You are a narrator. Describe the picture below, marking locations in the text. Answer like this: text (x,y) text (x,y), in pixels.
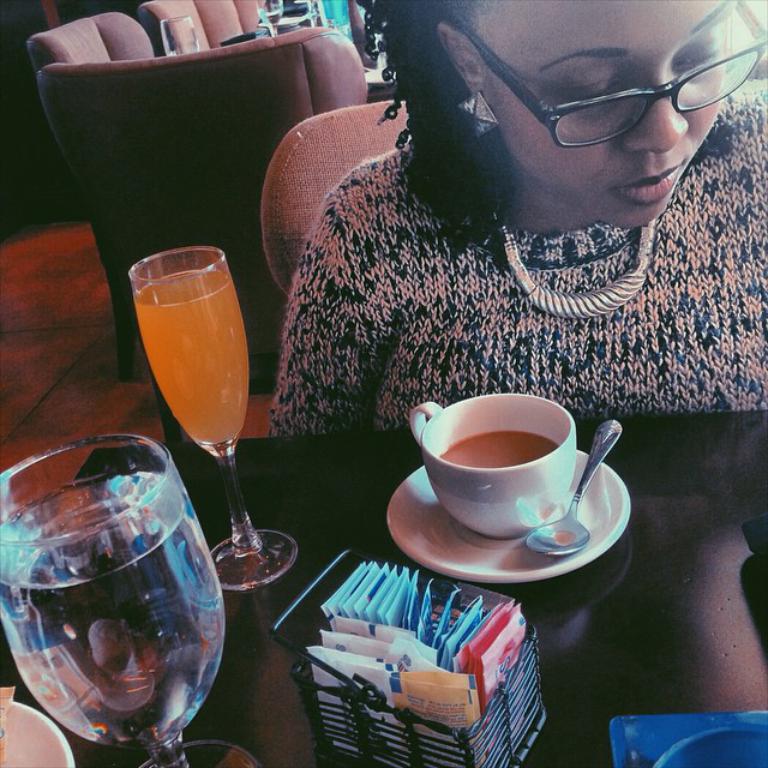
In the foreground of this picture (530,127), there is a woman (441,271) sitting on the chair (290,186) in front of a table (693,590) on which cup (541,466), spoon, saucer (599,514), glasses (163,547), sachet (469,681) in the basket (514,715) are on the table (699,659). In the background (342,72), there are sofas (217,121), glasses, table (375,65) and the floor (59,262).
